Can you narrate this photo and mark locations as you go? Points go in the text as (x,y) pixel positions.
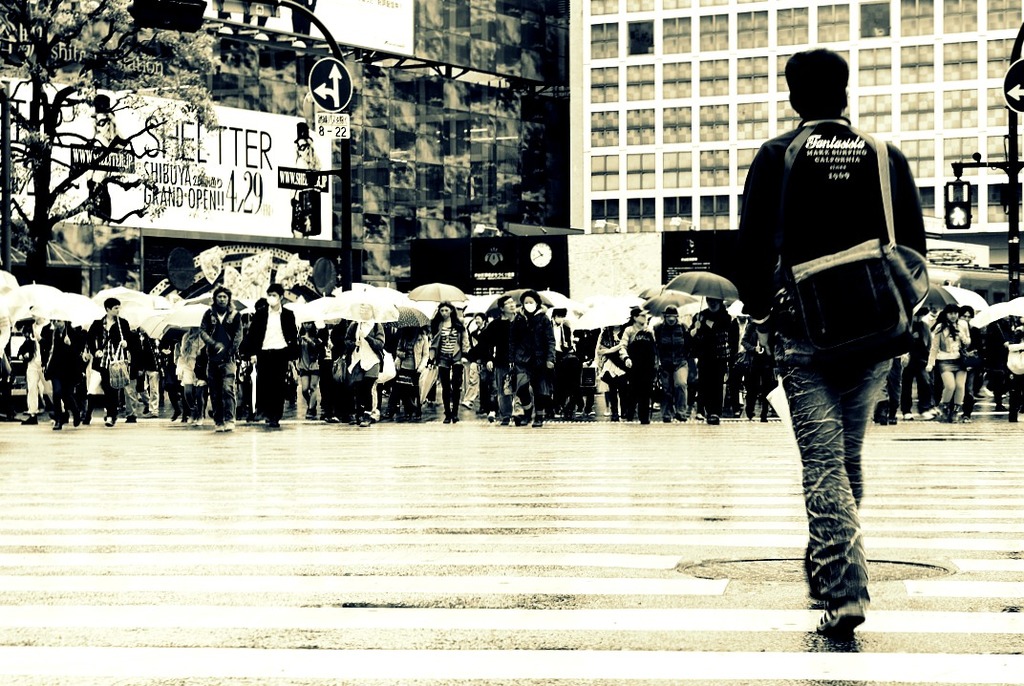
In this image in the foreground (820,378) there is one person (804,369) who is walking and in the background (106,369) there are a group of people (486,335) who are holding umbrellas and walking. At the bottom (515,548) there is a walkway (345,548), and in the background (232,145) there are some buildings (533,135), pole (342,167), traffic signals (191,3), and trees (48,192).
